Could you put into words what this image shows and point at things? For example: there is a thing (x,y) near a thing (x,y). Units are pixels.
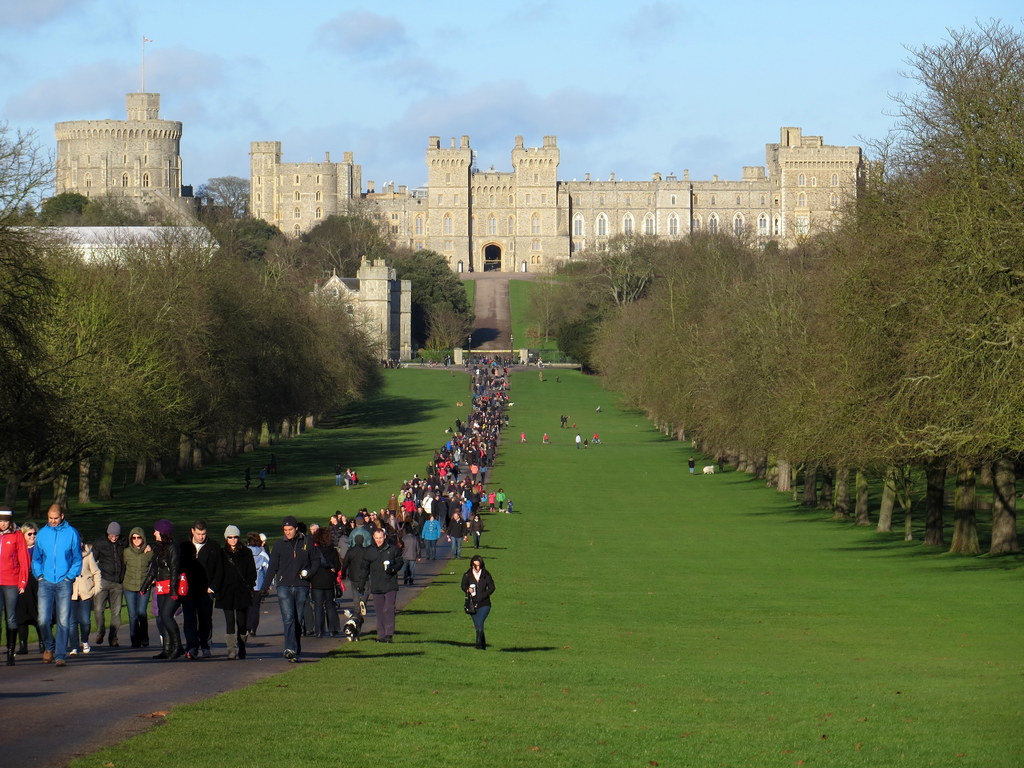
In this picture we can see a group of people (476,558) walking on the road (23,706) and wearing the jackets (39,548). In the background of the image (934,365) we can see the trees (954,328), buildings (515,257), door (498,267), grass (533,282), poles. At the bottom of the image (504,602) we can see the ground (559,583). At the top of the image (465,87) we can see the clouds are present in the sky (875,33).
